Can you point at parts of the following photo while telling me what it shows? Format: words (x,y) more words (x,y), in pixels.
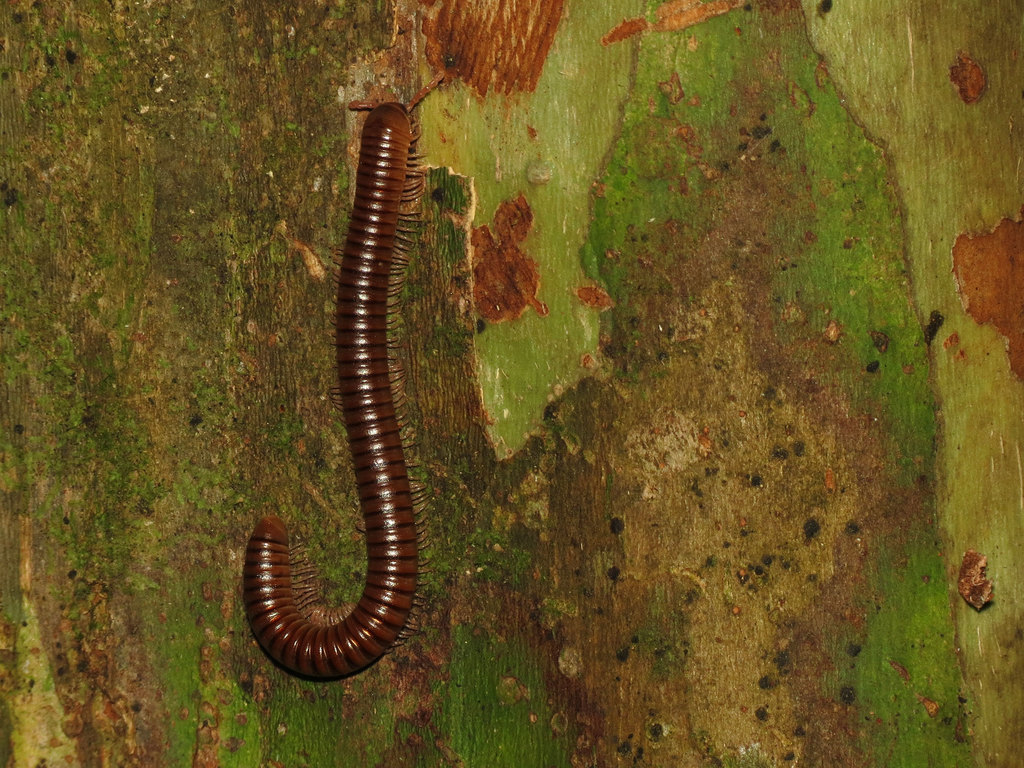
On this wooden surface (345,560) we can see an insect (385,231).
